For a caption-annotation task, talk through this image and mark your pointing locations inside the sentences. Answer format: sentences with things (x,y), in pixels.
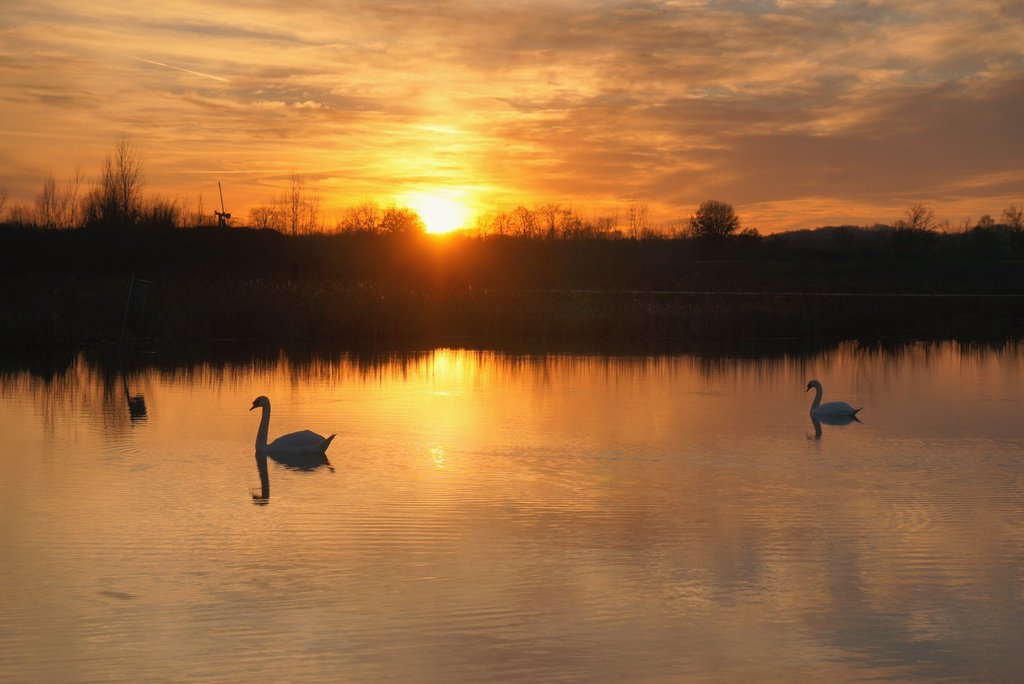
In the foreground of the picture (265,434) there is a water body (364,437), in the water (340,427) there are swans (265,434). In the center of the picture (395,235) there are trees (713,222). In the background (431,215) it is sun (448,207) in the sky (406,123).
